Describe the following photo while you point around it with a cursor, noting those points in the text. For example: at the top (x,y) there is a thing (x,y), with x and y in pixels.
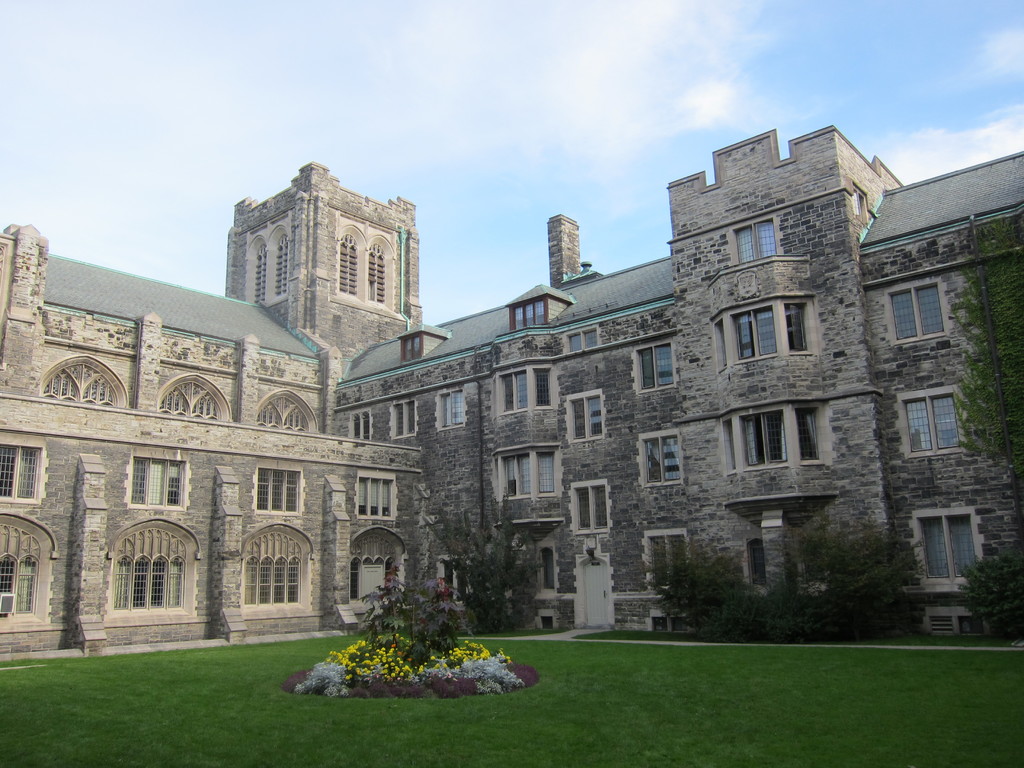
In this image there is a building (574,352), in front of the building (984,534) there are trees (796,562), flowers (390,645), plants (394,641) and the surface of the grass (269,725). In the background (656,100) there is the sky (311,111).
